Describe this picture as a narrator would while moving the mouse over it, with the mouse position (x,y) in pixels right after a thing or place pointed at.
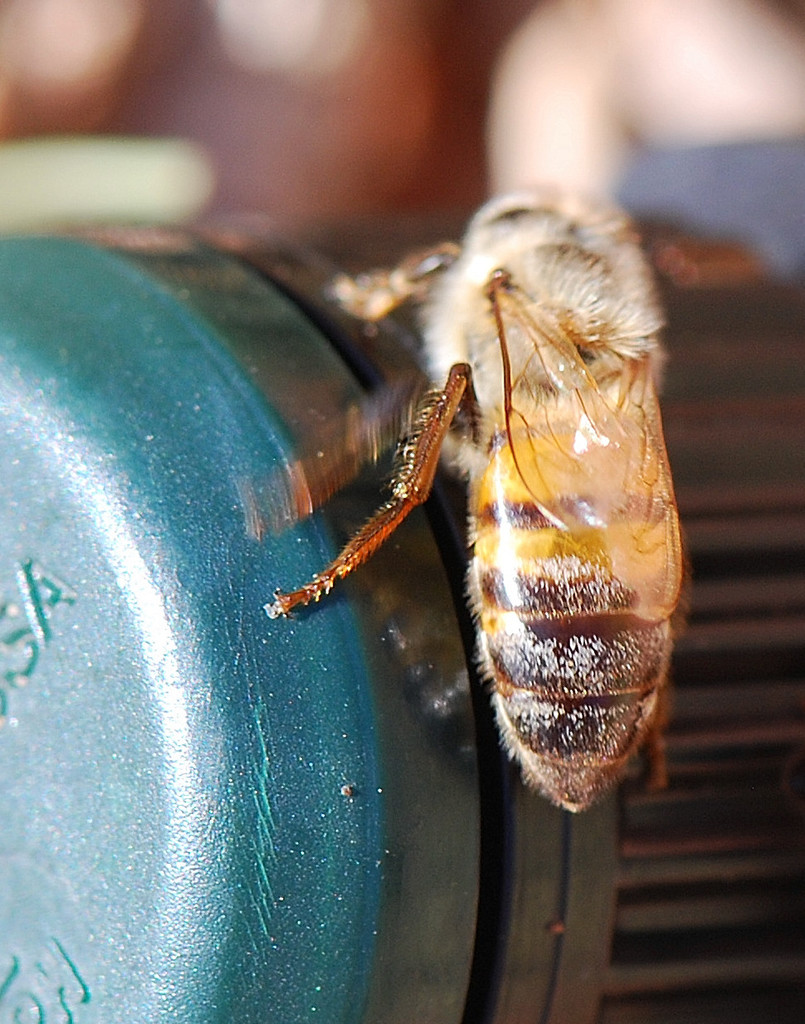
In this image, we can see an insect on an object (135,676) and there is a blur background (549,100).
